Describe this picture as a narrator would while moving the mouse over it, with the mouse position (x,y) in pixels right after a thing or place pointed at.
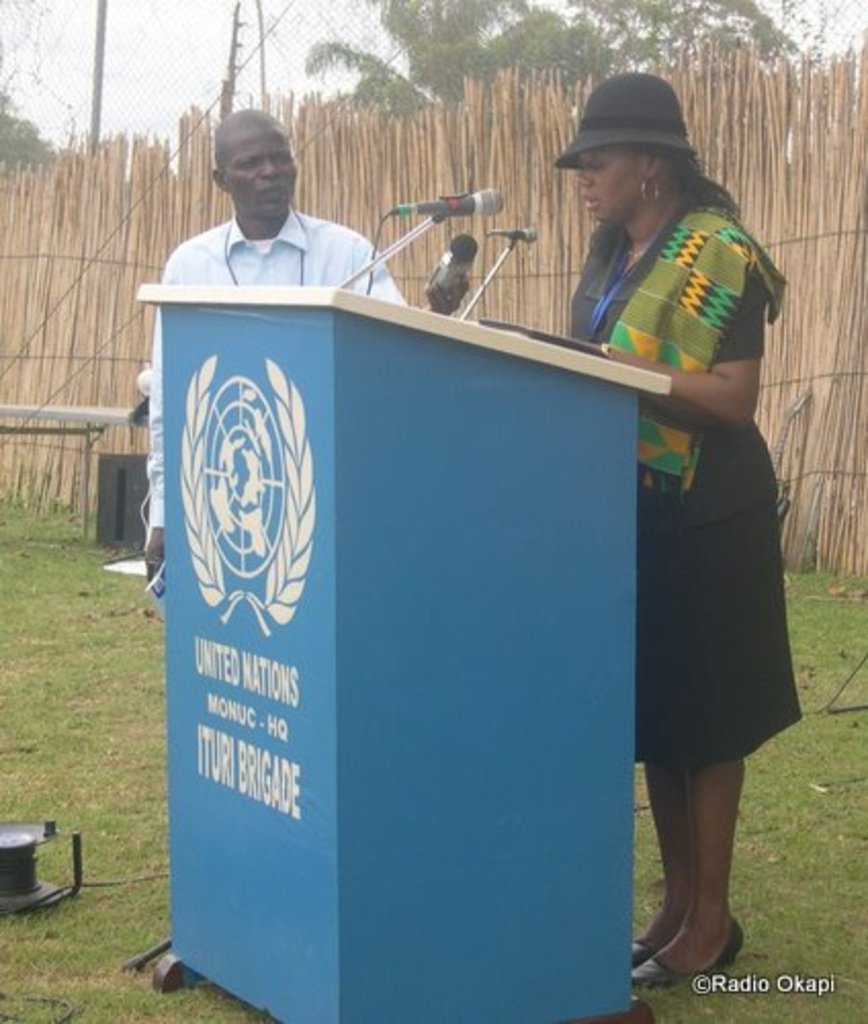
In this picture there is a lady (647,575) on the right side of the image (727,551) and there is a desk (435,378) and mics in front of her, there is a man (228,135) behind the desk (402,388), there are bamboos (334,124) and trees (589,58) in the background area of the image (465,110).
